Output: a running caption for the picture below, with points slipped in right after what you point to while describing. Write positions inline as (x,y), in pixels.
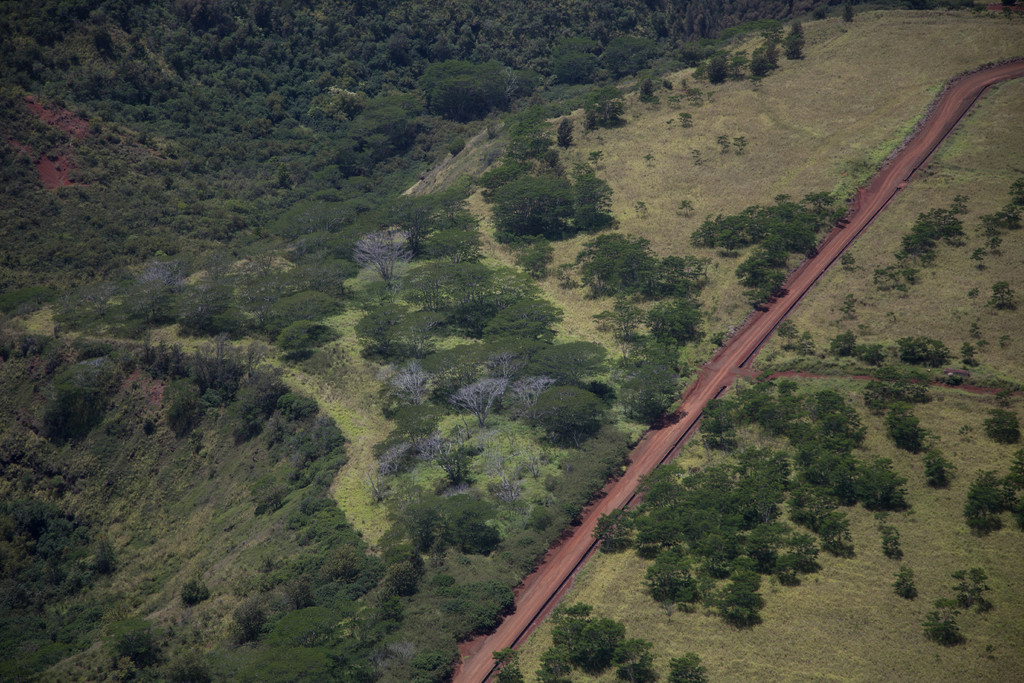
In this image I can see trees (473,349), grass (664,147), road (846,377) and mountains (746,202). This image is taken may be near the hill stations (233,578).
